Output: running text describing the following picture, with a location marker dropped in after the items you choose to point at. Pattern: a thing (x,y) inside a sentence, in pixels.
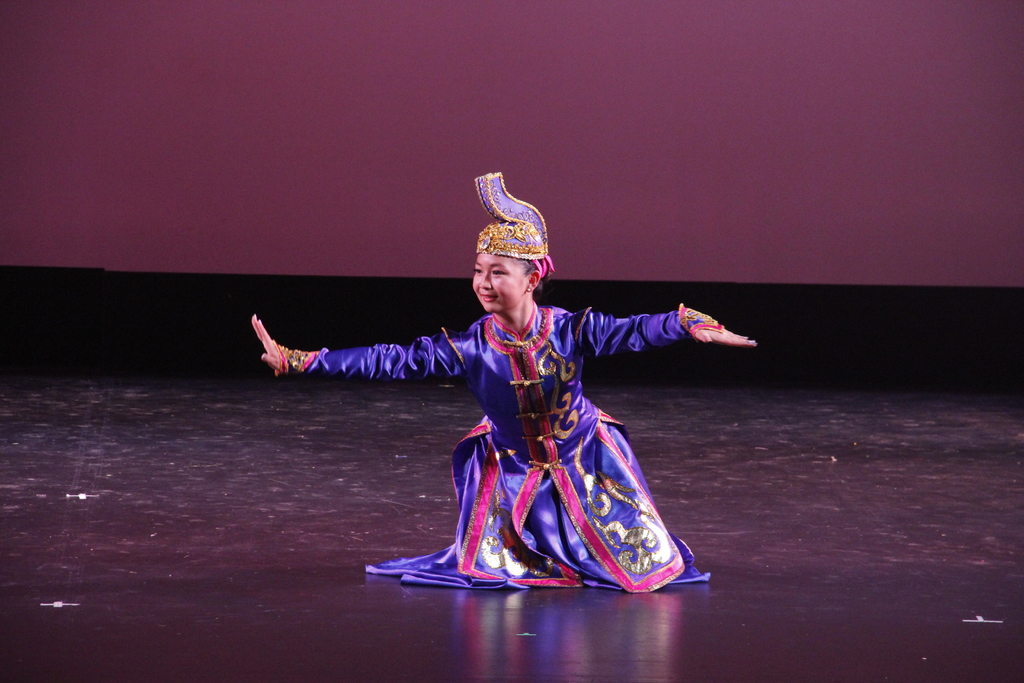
In this image there is a girl (537,571) kneeling on the floor (470,593). It seems like she is dancing. Behind her there is a wall (456,177).
